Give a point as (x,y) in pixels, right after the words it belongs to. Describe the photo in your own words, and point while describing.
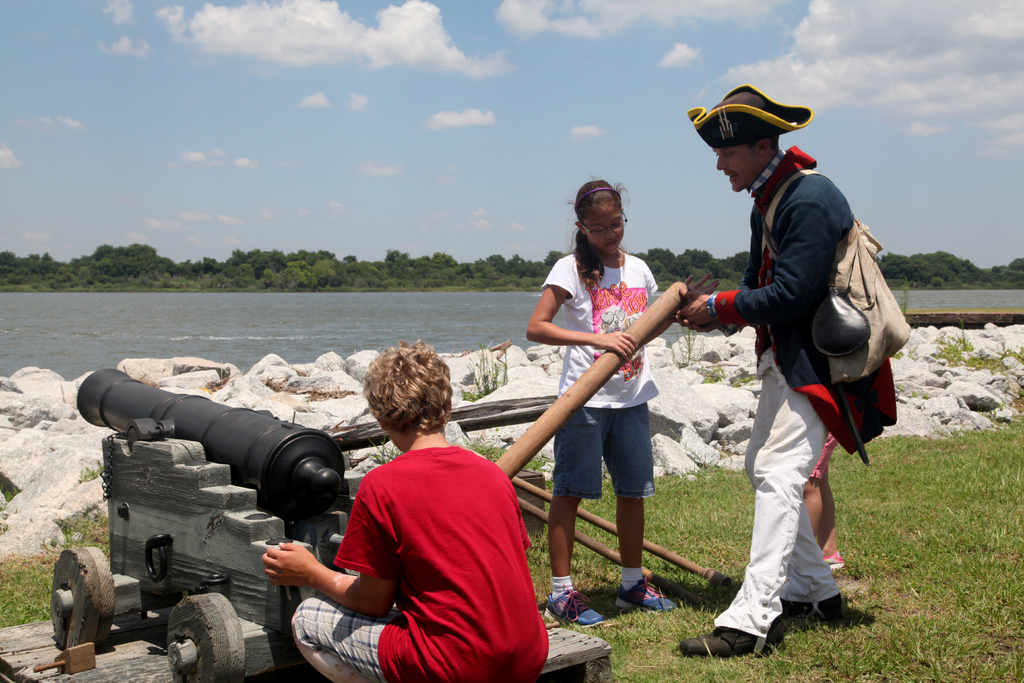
In the picture I can see three persons (587,482) two kids (632,450) and a man (771,210), man (791,216) wearing hat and also carrying bag (839,322) standing and holding a stick (640,333) in his hands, kid (609,267) also holding stick (663,303) in her hands (616,342) and a kid (405,507) wearing red color T-shirt (414,527) crouching down near the cannon (302,468), there are some stones (44,453) and in the background of the picture (151,331) there is water (303,330), there are some trees (358,285), clear sky (307,150).
